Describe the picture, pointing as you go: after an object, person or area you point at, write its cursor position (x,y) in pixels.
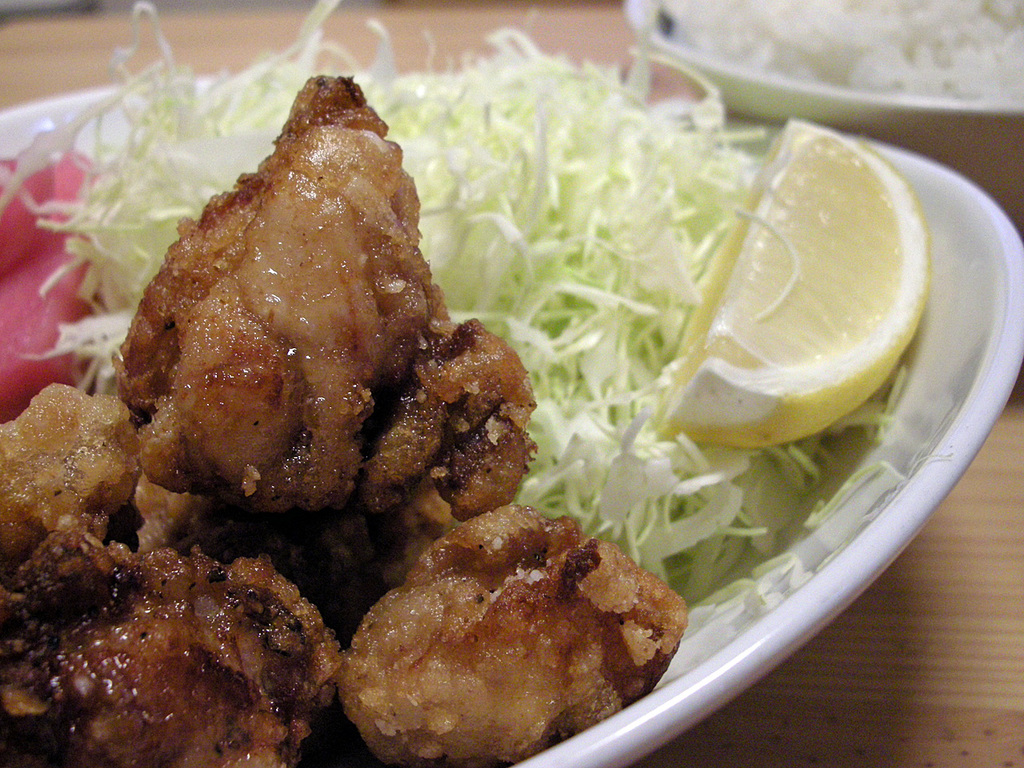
In this given image, We can see two bowls (801,96) towards the right (743,103), We can see a bowl (966,100) which is filled with rice (847,44) after that, We can see a bowl (816,610) which is filled with vegetables (693,186), lemon (746,317), and a few food items (494,465) next, We can see both the bowls (941,362) are kept top of the table (939,620) which is brown in color.
